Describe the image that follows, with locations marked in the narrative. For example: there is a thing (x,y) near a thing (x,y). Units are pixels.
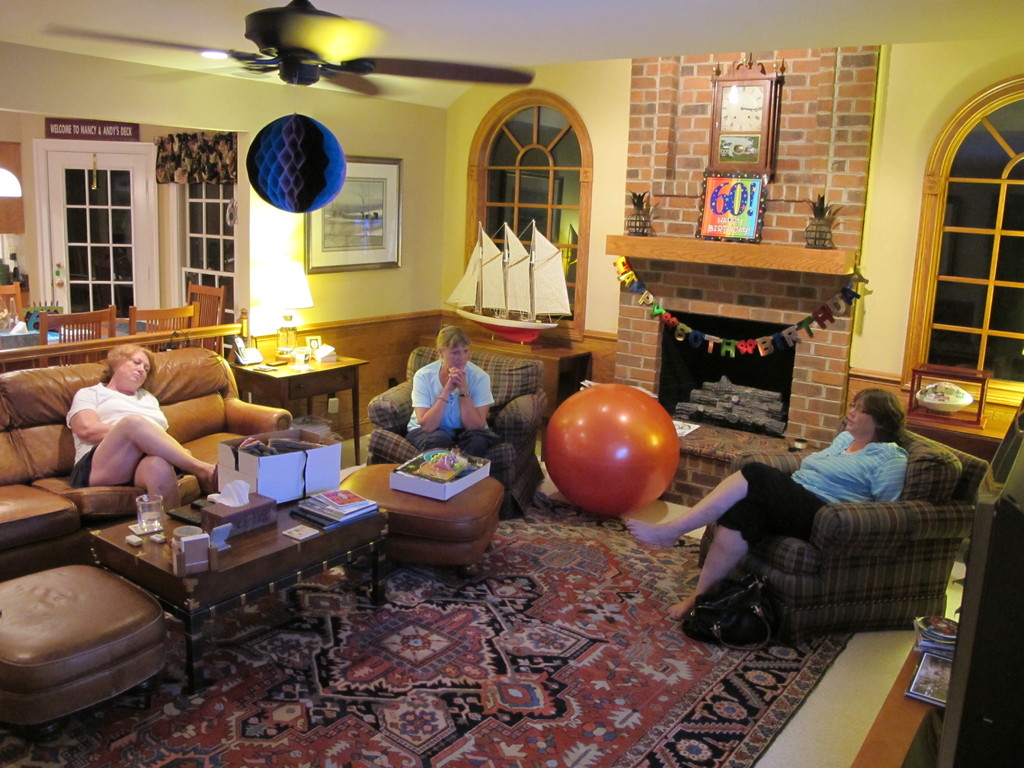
In this image there are three women (432,385) who are sitting in sofas (183,396). This a picture taken inside the room (763,424) in which there is lamp (294,303) in the middle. At the background (437,231) there are windows (554,203), doors (115,240), photo frame (374,231) to the wall (419,151) and there is a table (267,532) in the middle (365,511) on which there are books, glasses (143,500). There is a carpet (509,684) on the floor (641,661). There is a fire wood (733,397) in the middle of the room (731,394).
